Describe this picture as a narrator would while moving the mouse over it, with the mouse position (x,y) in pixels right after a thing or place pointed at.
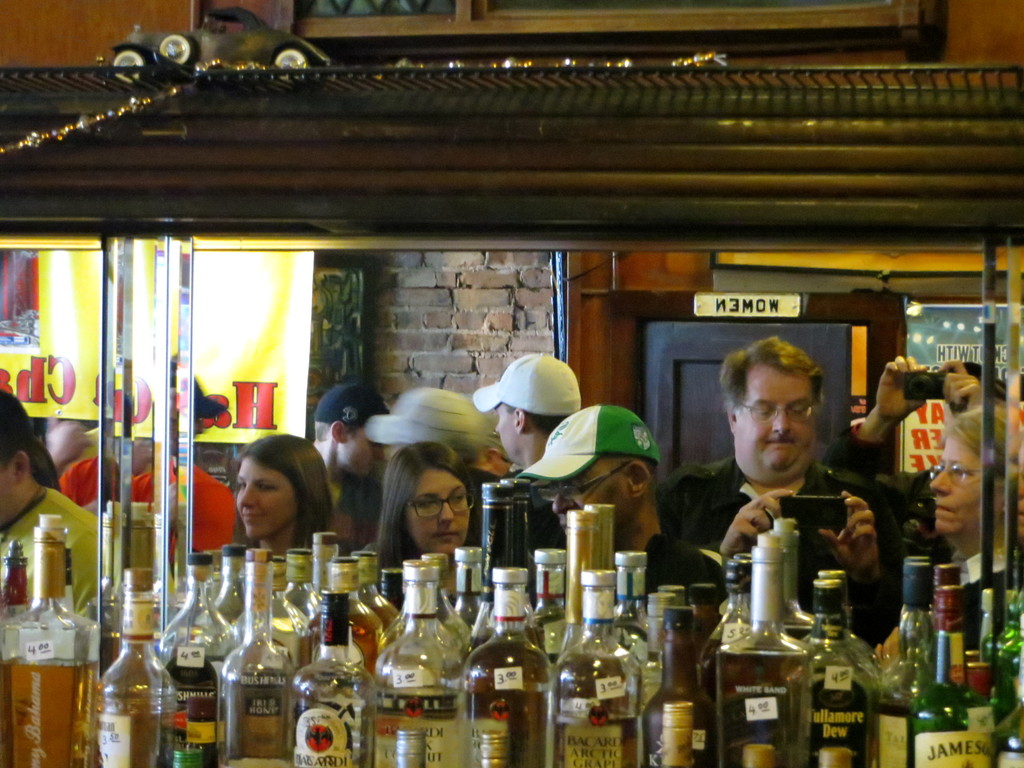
At the bottom of the image (73,700) we can see bottles (645,675). In the center (629,444) there are people (364,438) standing. The man (741,450) standing on the right (799,575) is holding a mobile (786,503) in his hand (764,509). In the background (322,367) there is a board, wall (512,339), door (785,332) and a frame (737,25).
